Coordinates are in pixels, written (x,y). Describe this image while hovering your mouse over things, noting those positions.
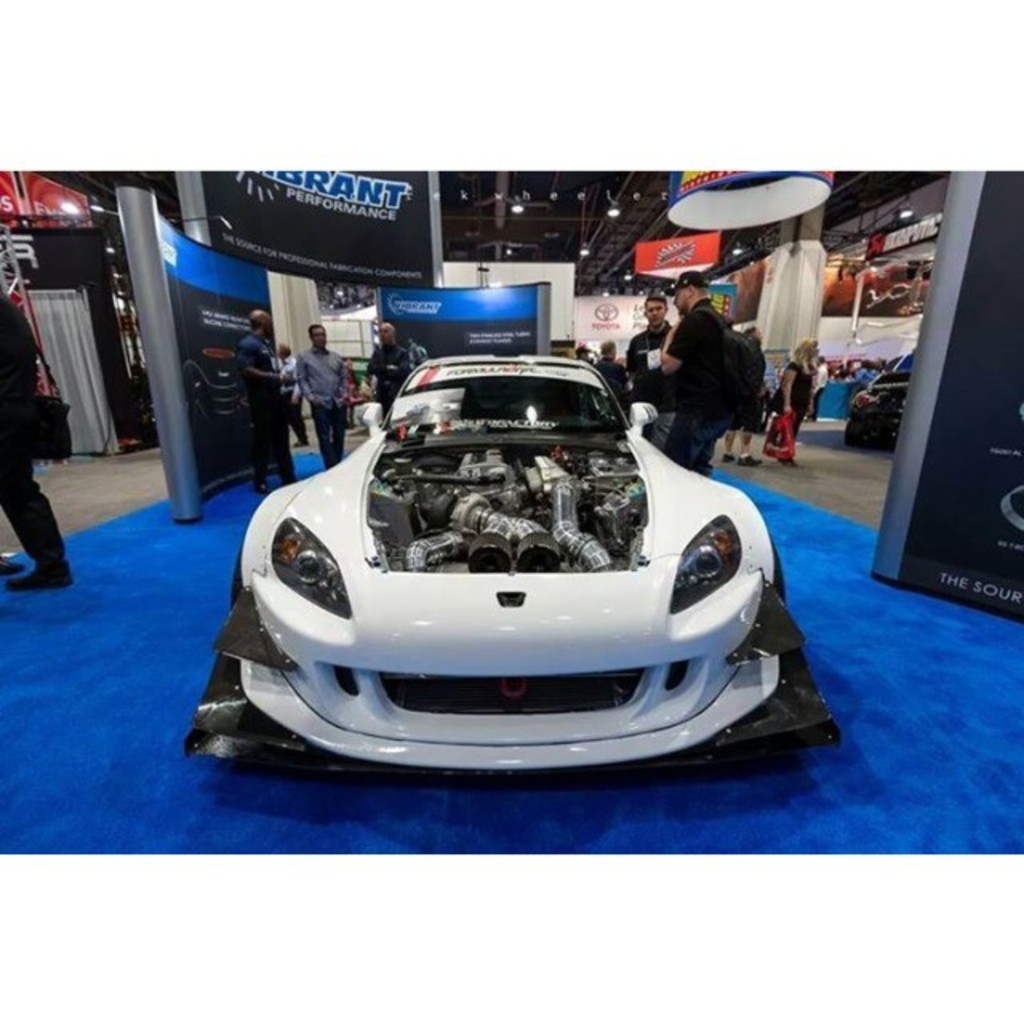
In this image we can see a vehicle (455,592), people (6,502), floor (31,624), hoardings (1007,488), lights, curtain (58,310), boards (1004,203), and other objects (645,276).
